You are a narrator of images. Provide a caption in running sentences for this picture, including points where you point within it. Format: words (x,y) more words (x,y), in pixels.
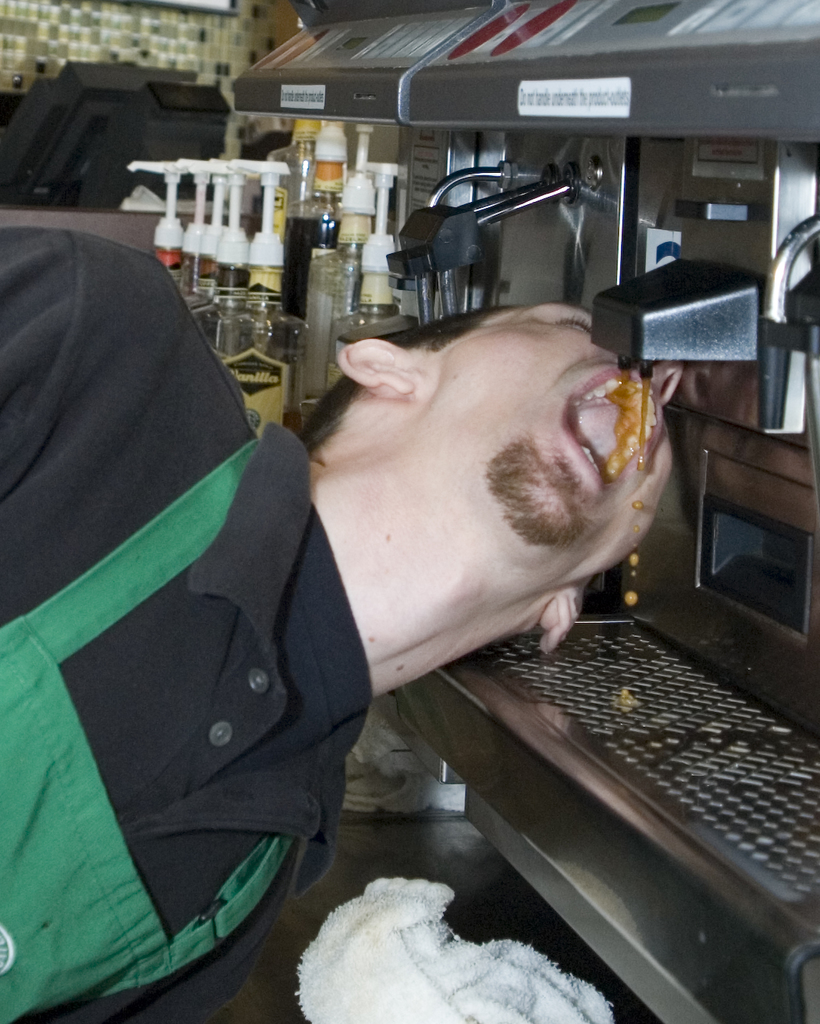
Here we can see a person (482,475) standing and drinking some thing, and here is the machine (706,133), and at side here are some objects (219,132) on the table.
